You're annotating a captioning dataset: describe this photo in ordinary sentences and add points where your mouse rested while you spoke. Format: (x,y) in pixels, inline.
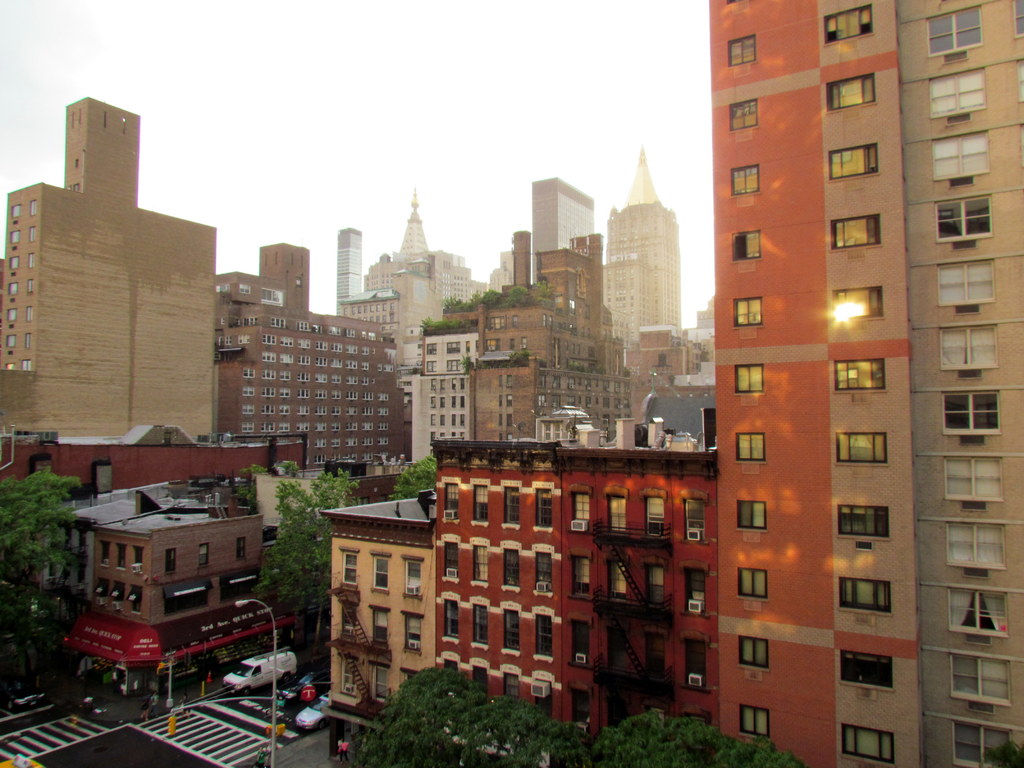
This image consists of many building (499,600) along with the windows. At the bottom (123,757), there is a road (228,730). And we can see the trees (402,484). At the top (418,112), there is sky (414,146).
